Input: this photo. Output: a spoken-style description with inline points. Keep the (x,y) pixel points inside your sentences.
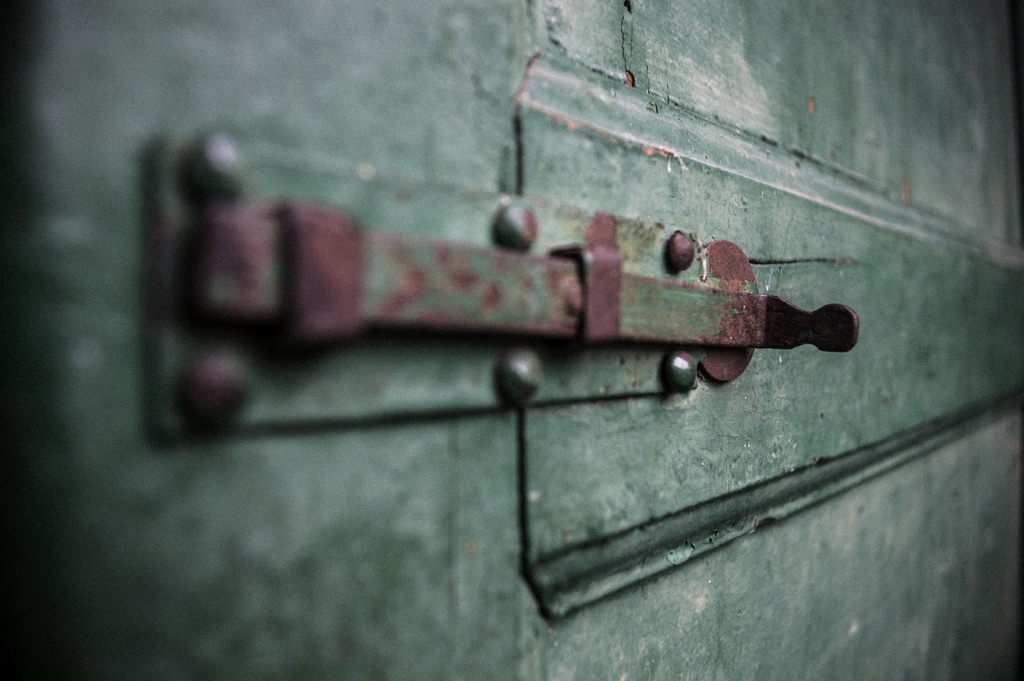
In this picture, we see a door aldrop (664,313). Behind that, we see a door (679,174) in green color. This picture is blurred.
